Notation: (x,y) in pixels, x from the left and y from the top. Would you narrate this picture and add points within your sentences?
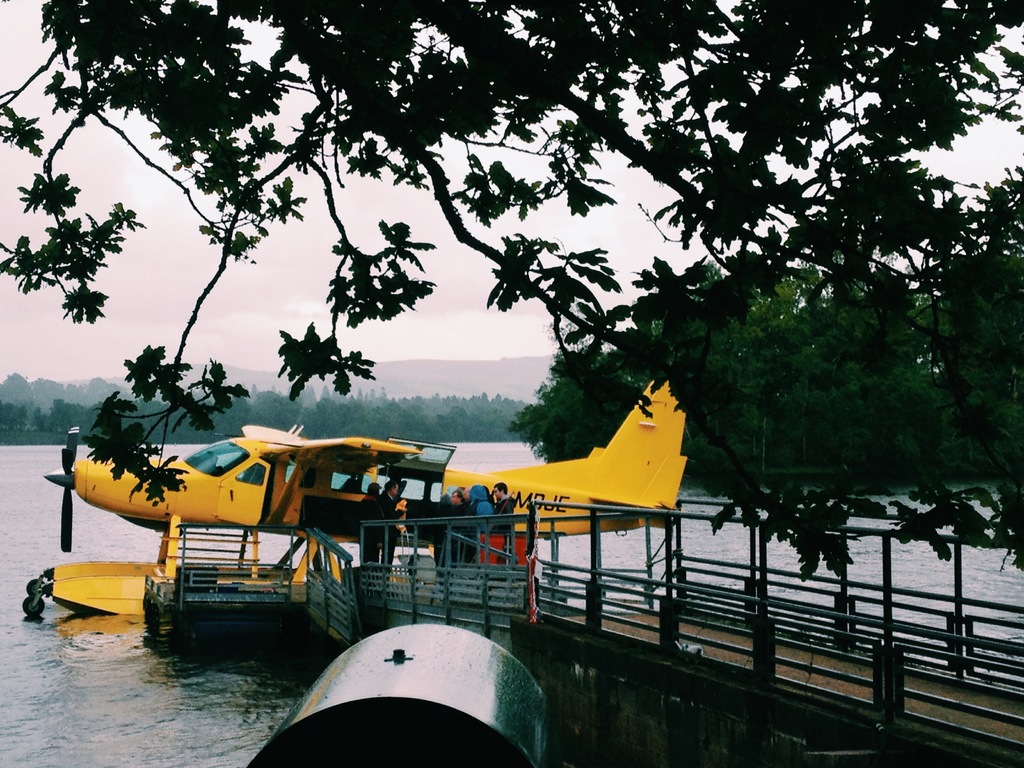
In this image we can see a group of people (479,514) standing on the ground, we can also see an airplane (316,462) in the water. On the right side of the image (837,606) we can see some railings (959,575). In the background (896,351), we can see a group of trees (11,440), hills (507,372) and the sky (480,351). In the foreground (518,689) we can see a metal object (390,737).
